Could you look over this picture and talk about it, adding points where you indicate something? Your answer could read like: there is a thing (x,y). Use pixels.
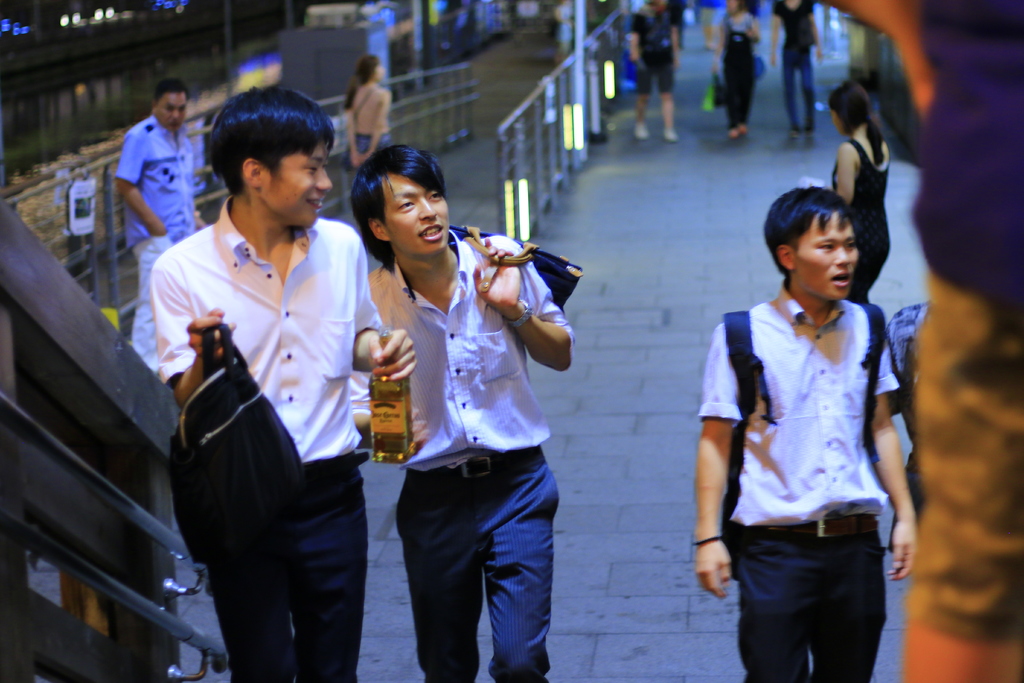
In this image, we can see some people (494,492) walking, there is a floor (607,262) and we can see water (109,59).
